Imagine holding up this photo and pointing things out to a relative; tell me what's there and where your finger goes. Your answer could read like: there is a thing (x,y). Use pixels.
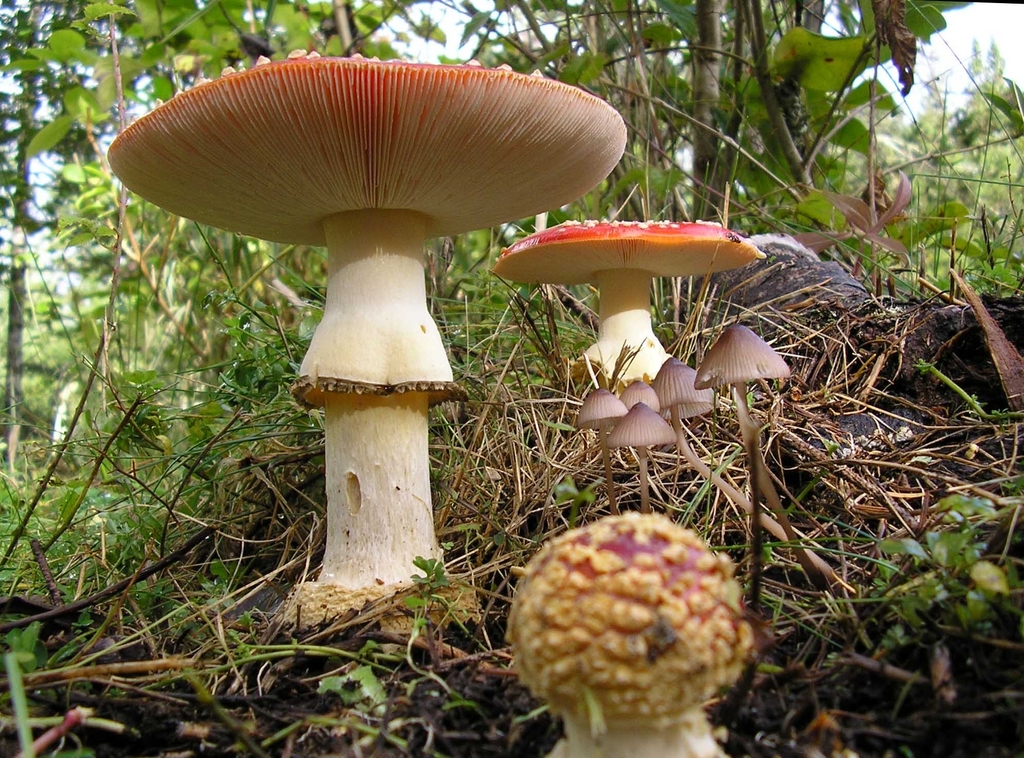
In the picture I can see mushrooms (410,314) are in the ground (505,536), behind we can see so many trees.
